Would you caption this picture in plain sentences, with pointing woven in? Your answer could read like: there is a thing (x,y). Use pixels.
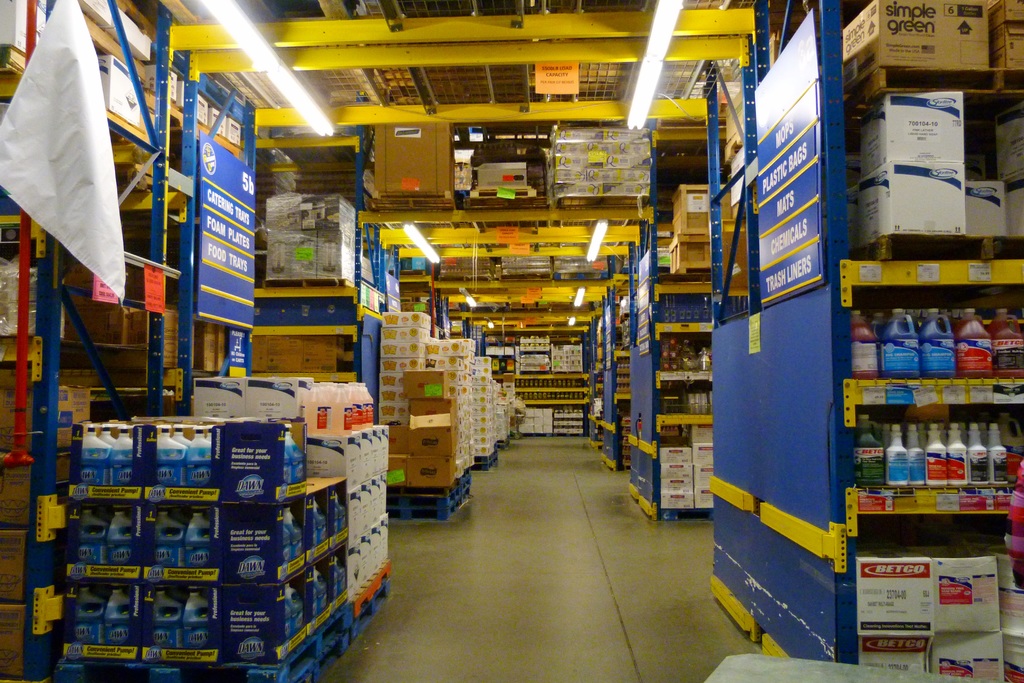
In this picture we can see view of the supermarket (633,480). In the front (886,335) there is a cleaning products (918,482) in the blue color rack (836,125). Behind there is a brown and white carton boxes (469,373). On the top ceiling (488,286) there is a yellow iron frame (477,120) and tube lights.
